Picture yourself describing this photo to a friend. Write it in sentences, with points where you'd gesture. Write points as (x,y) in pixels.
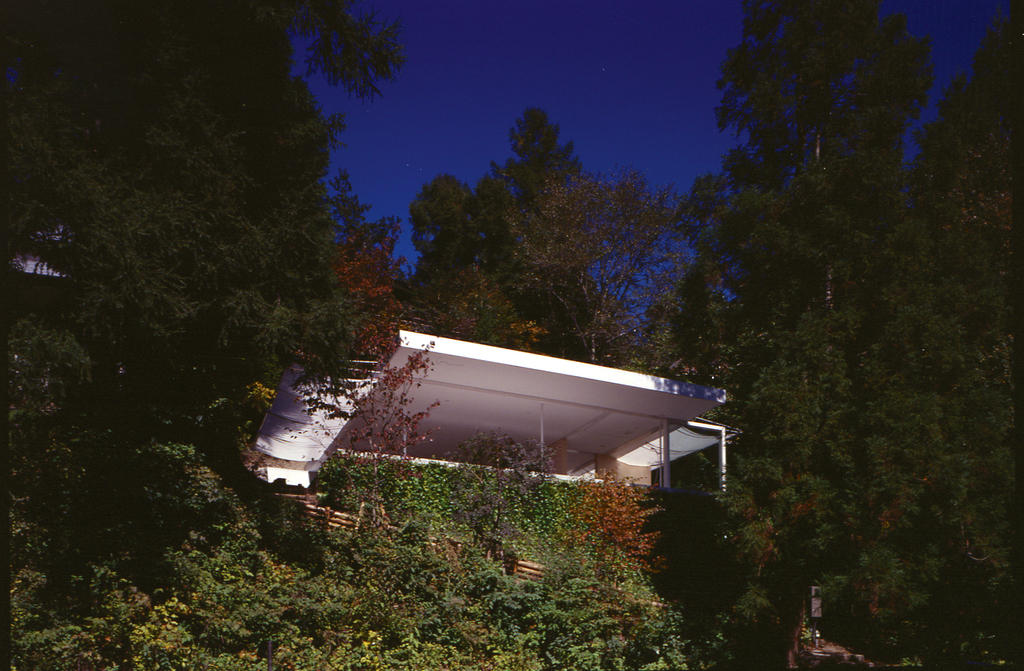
In this image I can see a shed (605,458) in white color. Background (549,254) I can see trees (911,476) in green color and sky (507,88) in blue color.
